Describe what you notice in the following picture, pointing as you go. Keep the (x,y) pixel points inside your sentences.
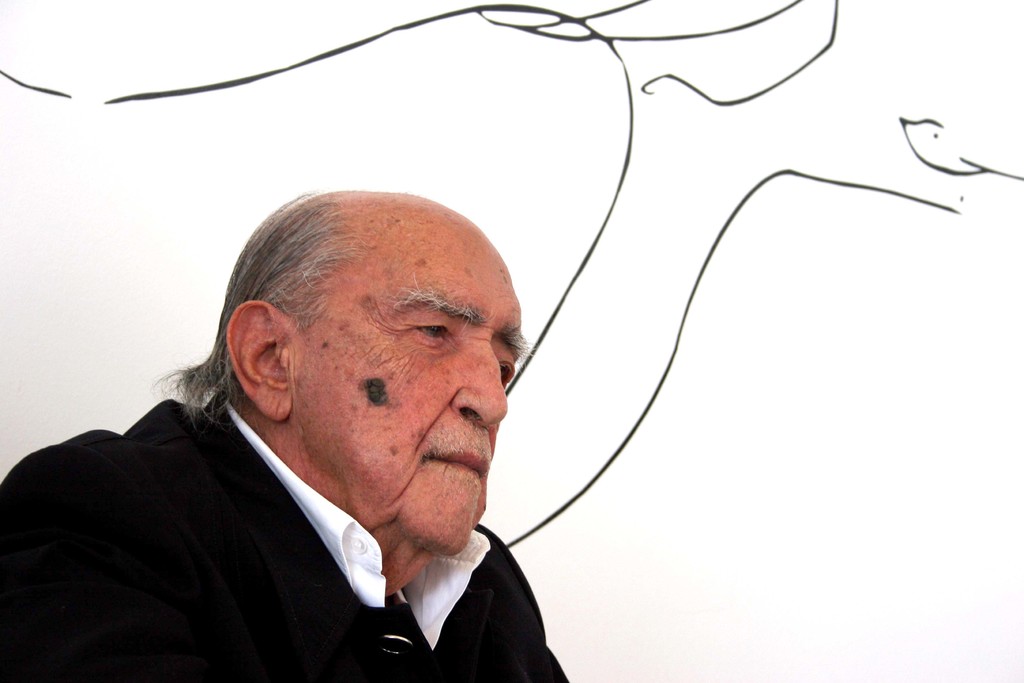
In this image we can see a man (298,564) and in the background (835,526), we can see white surface (288,94) which looks like a wall (444,32) with an art (904,128).
